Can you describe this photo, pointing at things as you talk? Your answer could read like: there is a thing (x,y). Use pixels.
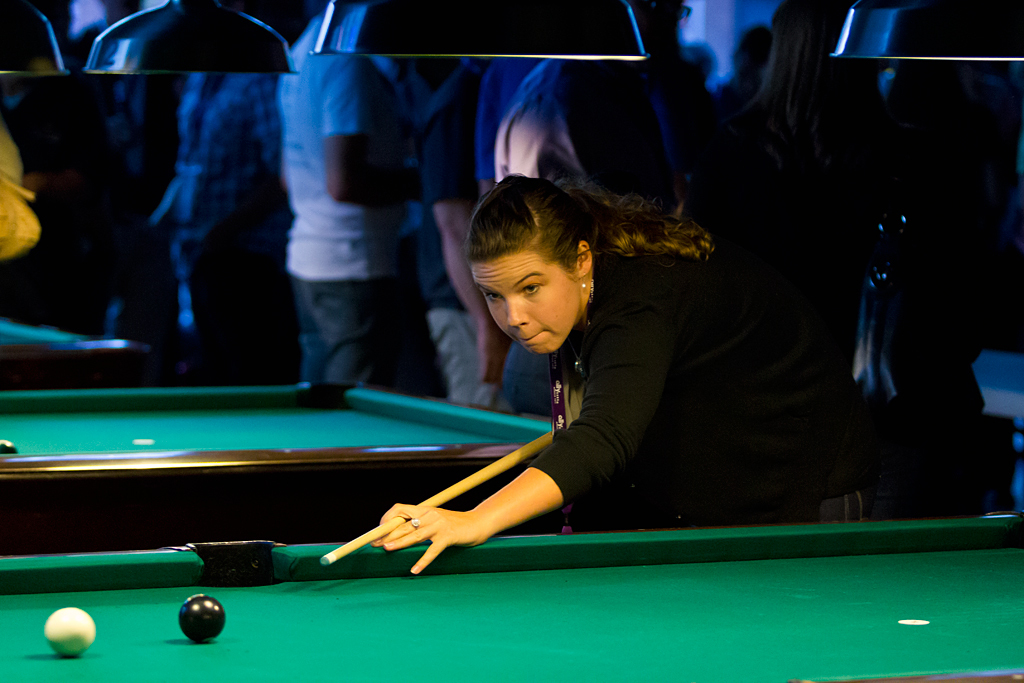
In this image I can see a woman (587,447) near a snooker table (403,557). Here I can see two balls (200,624), a stick (366,533) and in the background (368,158) I can see few more people (654,107).
